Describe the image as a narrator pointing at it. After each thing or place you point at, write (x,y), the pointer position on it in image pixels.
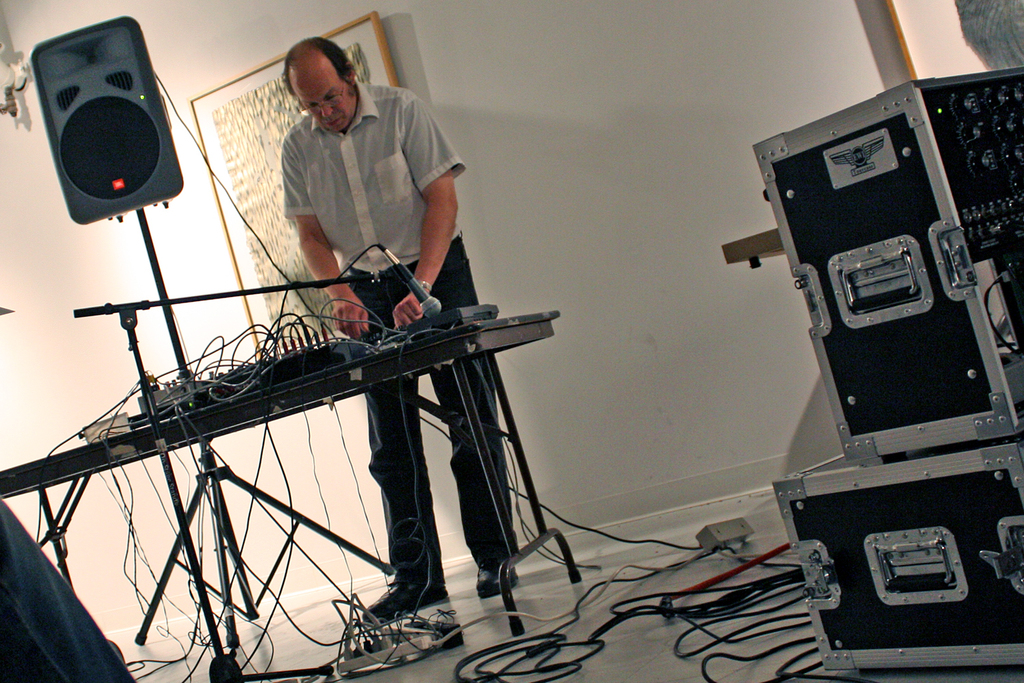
This is the man (376,194) standing. He wore a shirt (388,124), trouser (464,285) and shoes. This is the table (250,416) with a mixer (288,362). I can see the mike (439,302), which is attached to the mike stand (213,631). This looks like a speaker (134,140). I can see a photo frame (269,116), which is attached to the wall (327,553). These are the cables (704,613) and plug boxes (710,545) on the floor (487,626). I can see two black color kind of boxes (930,482).
